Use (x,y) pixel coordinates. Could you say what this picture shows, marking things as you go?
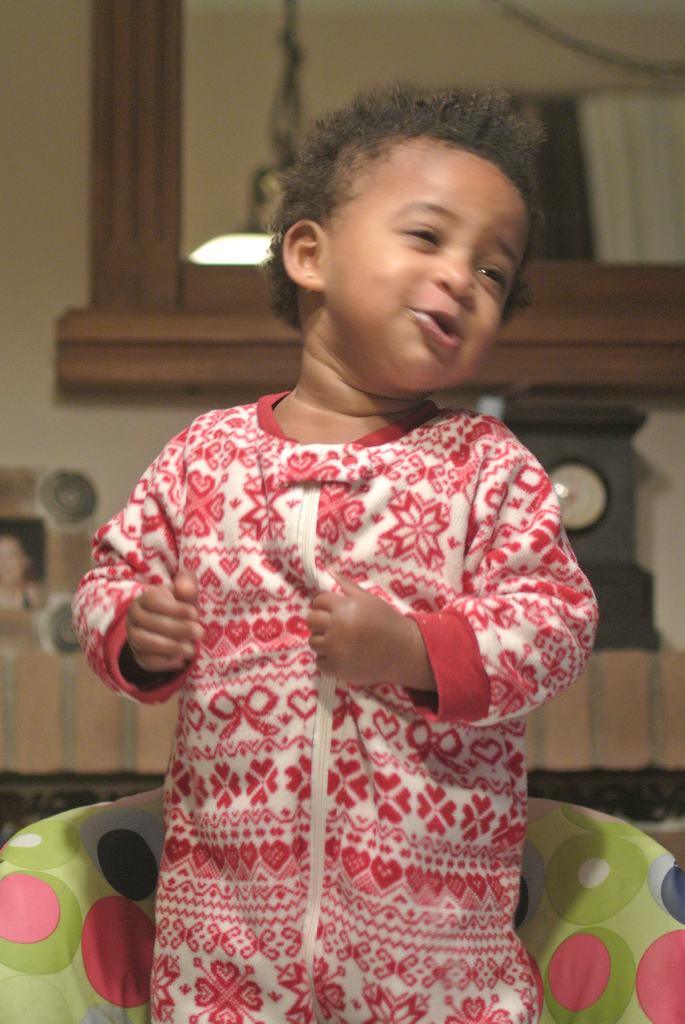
In this image I can see a baby (418,472) wearing a colorful dress (282,531) and smiling and back side of the baby (441,383) I can see a mirror (424,60) attached to the wall (27,280).
